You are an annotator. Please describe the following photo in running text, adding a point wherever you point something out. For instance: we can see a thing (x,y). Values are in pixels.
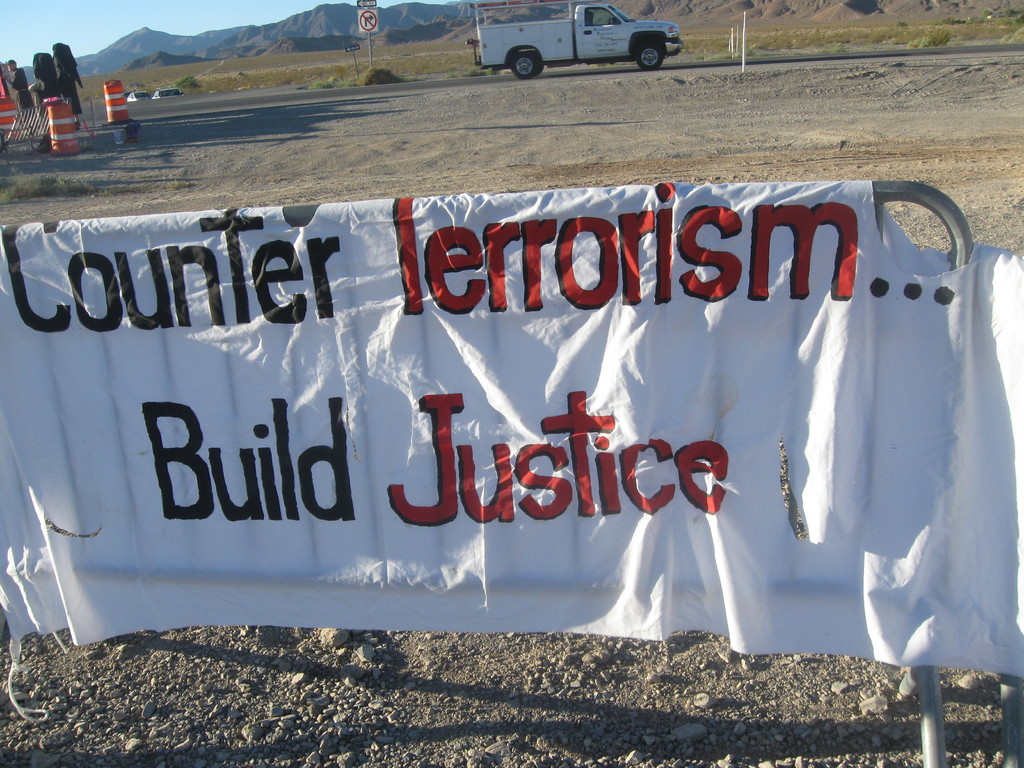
Here in this picture, in the front (413,311) we can see a cloth (277,268) with something written on it hanging on the barricade (949,219), which is present on the ground (419,631) and behind that in the far we can see a truck (485,49) present and we can also see a sign board (371,13) present on the ground (365,66) and on the left side (112,121) we can see drums (62,133) present on the ground (94,117) and we can see some part of ground (94,117) is covered with grass (132,79) and in the far we can see mountains (344,34) present and we can see the sky (124,9) is clear.
